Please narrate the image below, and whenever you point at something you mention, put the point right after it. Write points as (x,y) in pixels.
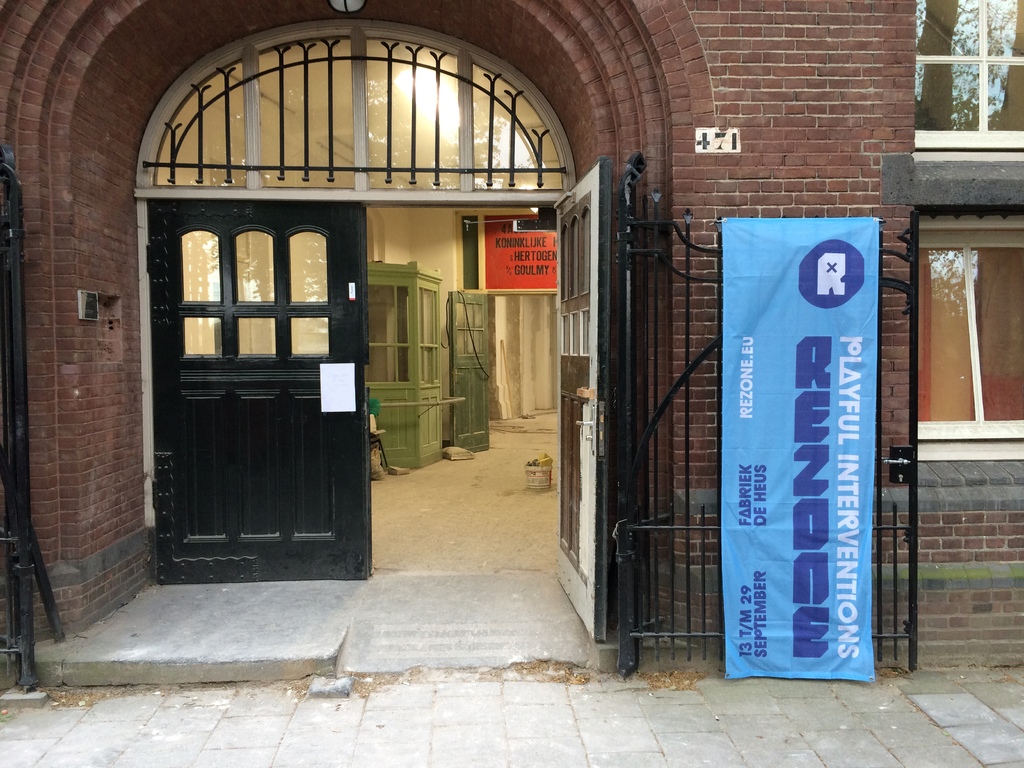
We can see banner (741,513) on a gate (914,599), doors (319,461), building (1018,507) and windows (1001,432), inside the building (386,414) we can see wall (434,256), door (472,436), board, objects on the floor (536,438) and booth (402,437).
